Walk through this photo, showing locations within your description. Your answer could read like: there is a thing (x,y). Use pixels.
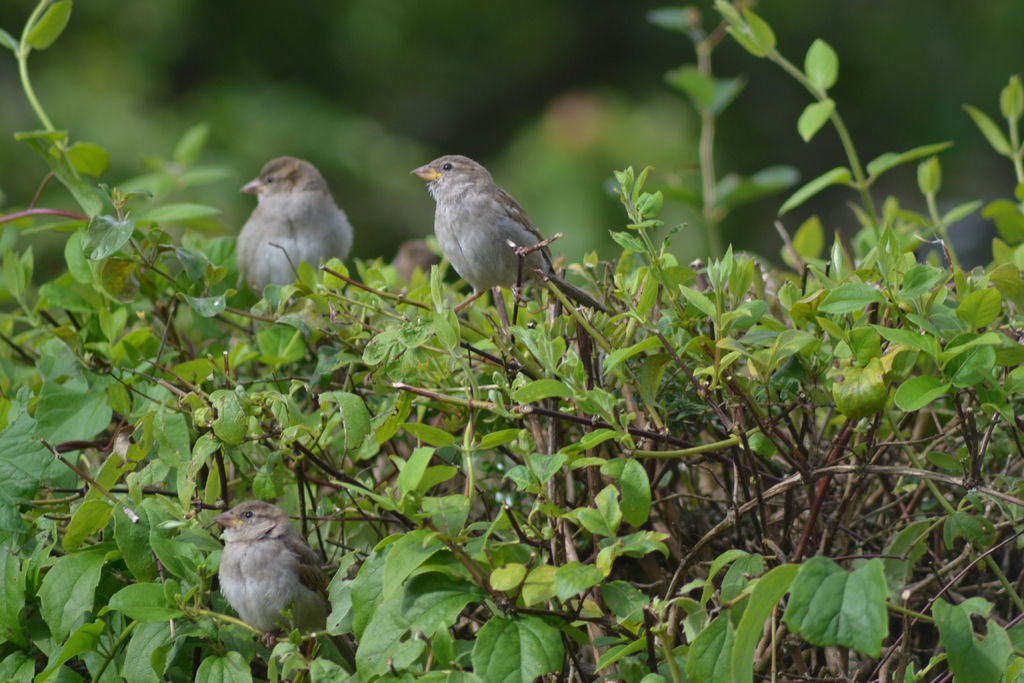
This image is taken outdoors. In this image the background (346,95) is a little blurred. In the middle of the image (452,432) there are a few plants (690,557) with leaves (737,593) and stems (174,305) and there are three birds (473,225) on the plants (543,299).
